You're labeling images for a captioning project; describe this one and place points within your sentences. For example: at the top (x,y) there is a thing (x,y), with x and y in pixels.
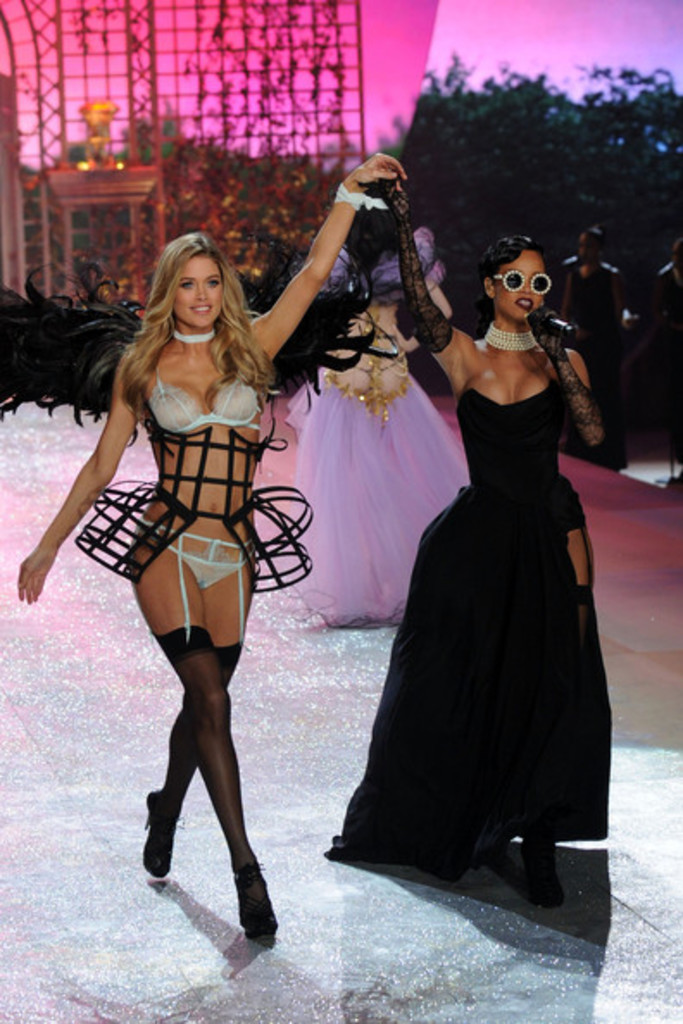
Here we can see people (514,272). Background (633,177) there are trees (528,160). This woman (534,534) is holding a mic (568,330).
